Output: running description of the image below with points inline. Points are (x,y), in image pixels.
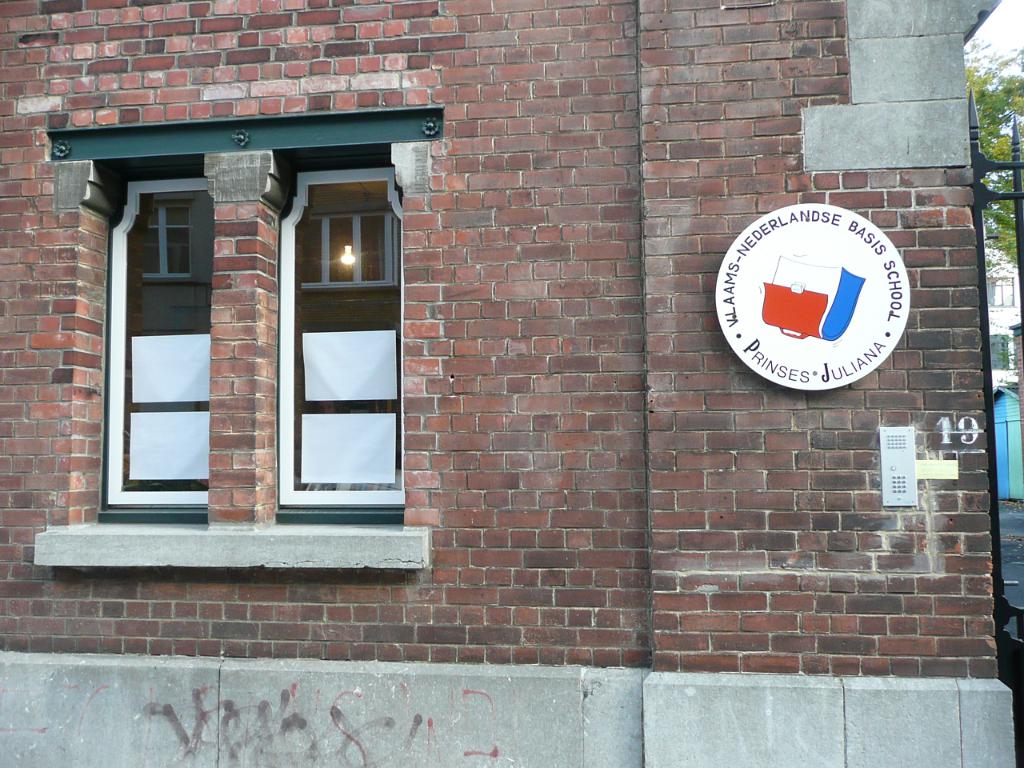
In this image we can see a wall (423,660), window (285,387), there is a board (826,304) with some text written on it, also we can see the sky (993,39), buildings (1000,394), and trees (986,112).
